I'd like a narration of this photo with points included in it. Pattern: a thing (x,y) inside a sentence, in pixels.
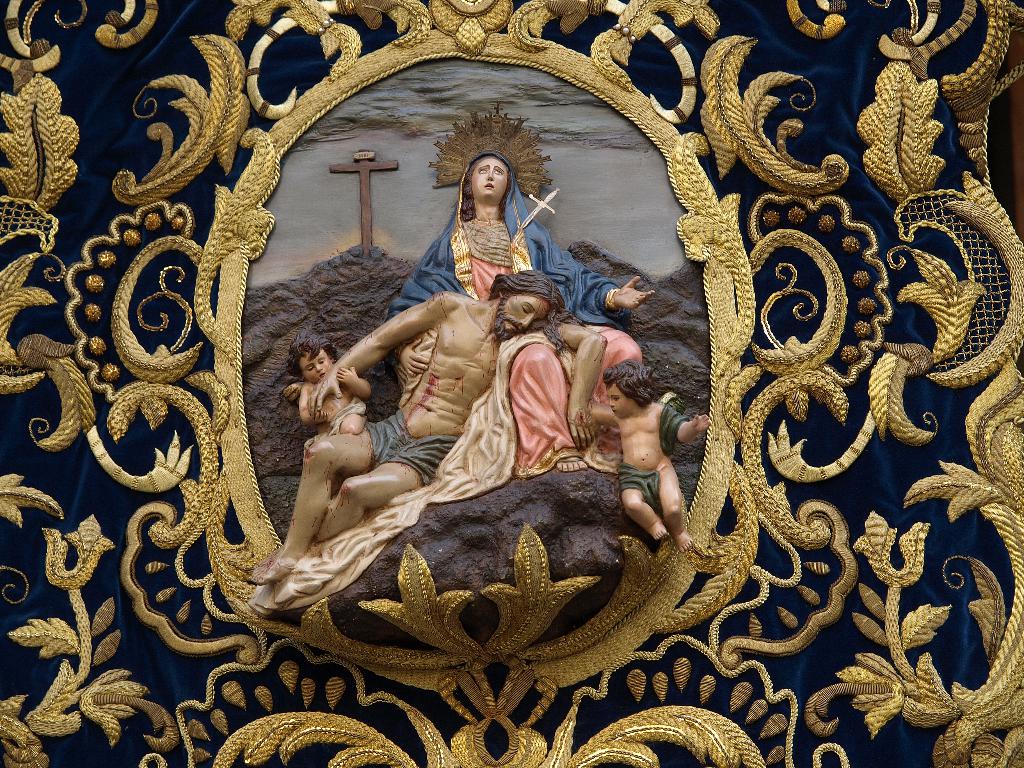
In this picture we can see statues (583,429) of two persons (460,372) and two kids (348,404), we can see the Christianity symbol (364,213) here, in the background (166,565) we can see a designed cloth (860,580).
